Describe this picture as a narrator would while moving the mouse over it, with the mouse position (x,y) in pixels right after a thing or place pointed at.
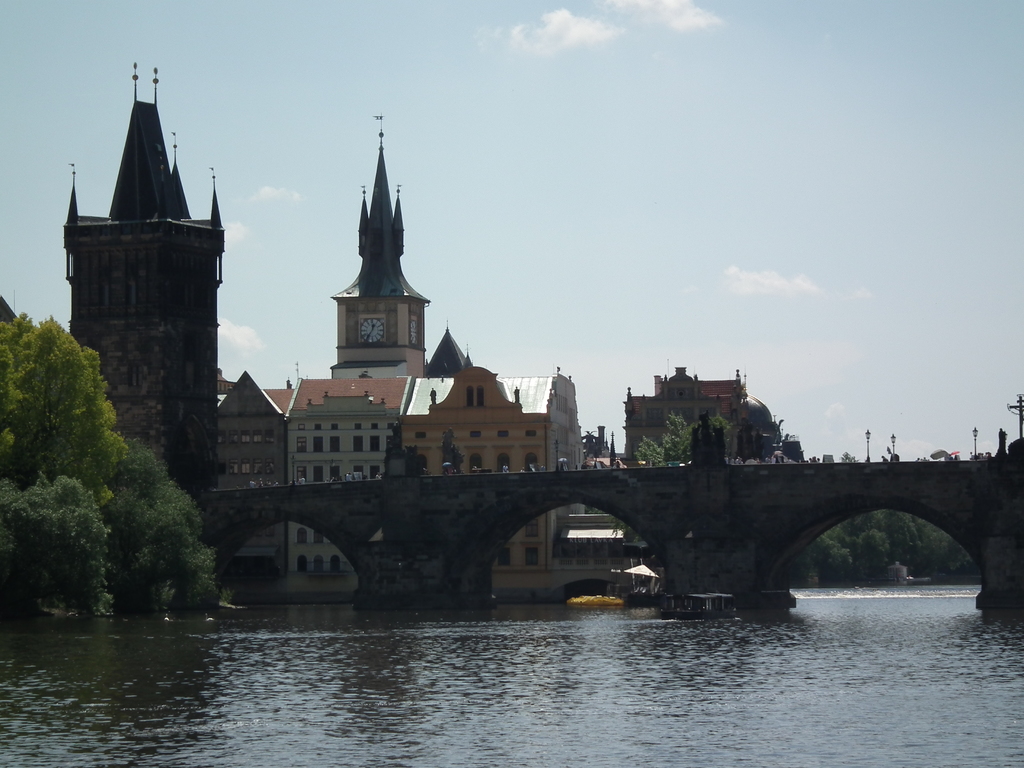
These are the buildings (445,424) with windows (336,422). This looks like a clock tower (379,338) with a clock (377,327) attached to the wall (374,316). I think these are the spires (373,217), which are at the top of the buildings (364,232). Here is a bridge (384,515) across the river (987,610). I can see few people (970,457) on the bridge (716,465). These are the trees (169,492). This looks like a boat (681,613) on the water (638,640). I can see the street lights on the bridge (848,487).
